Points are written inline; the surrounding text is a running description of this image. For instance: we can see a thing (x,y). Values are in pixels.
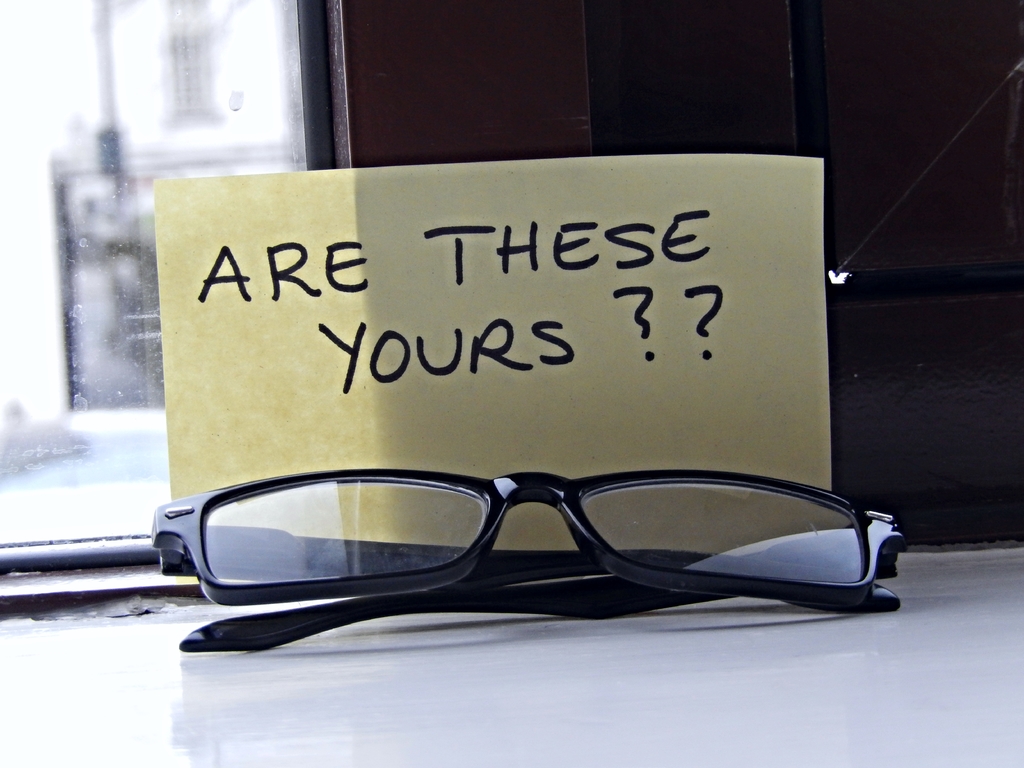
In this image I can see the yellow color paper (344,412) and the glasses (474,577). These are on the white color surface (446,702). In the background (475,85) I can see the glass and the wooden wall (493,90). Through the glass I can see the building (205,95).
